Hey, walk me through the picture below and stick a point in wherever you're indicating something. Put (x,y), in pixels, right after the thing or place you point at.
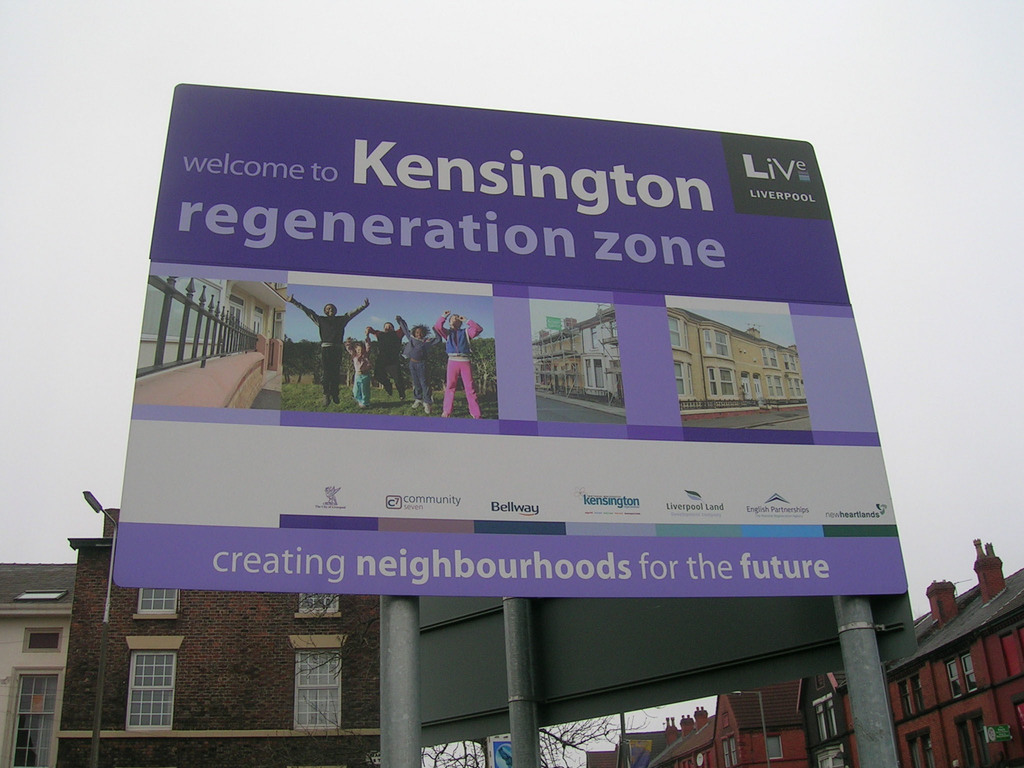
In this picture I can see the hoarding (381,433). I can see the buildings (322,648). I can see clouds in the sky (697,122).
